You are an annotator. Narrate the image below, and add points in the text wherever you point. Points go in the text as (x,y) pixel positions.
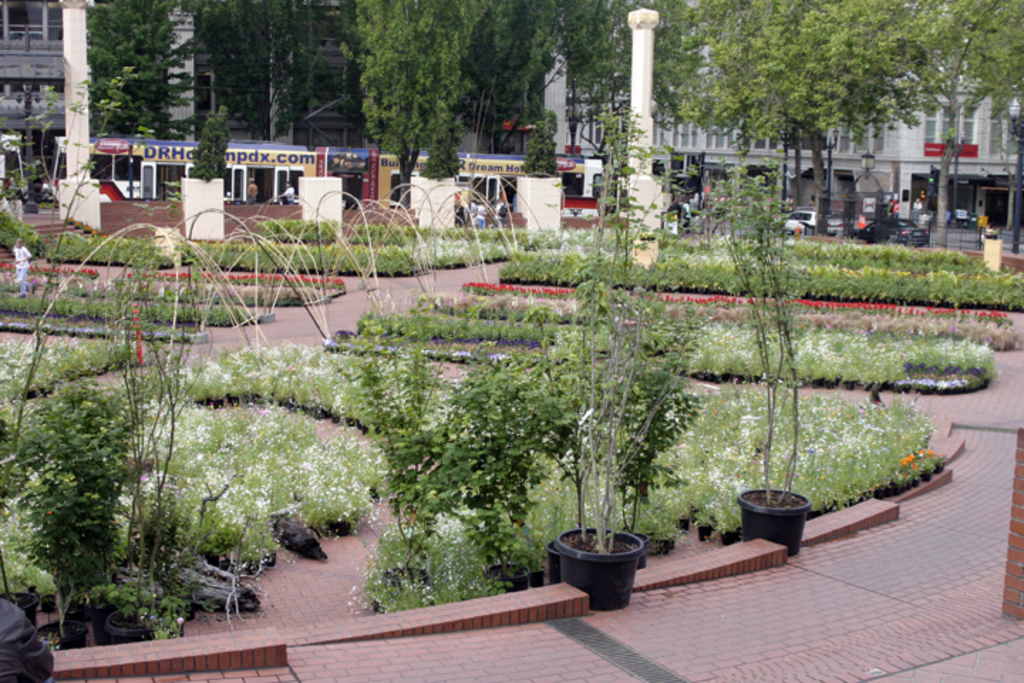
In this picture there are few plants (498,440) and plant pots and there are few vehicles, buildings (836,176) and trees (725,48) in the background (543,57).
